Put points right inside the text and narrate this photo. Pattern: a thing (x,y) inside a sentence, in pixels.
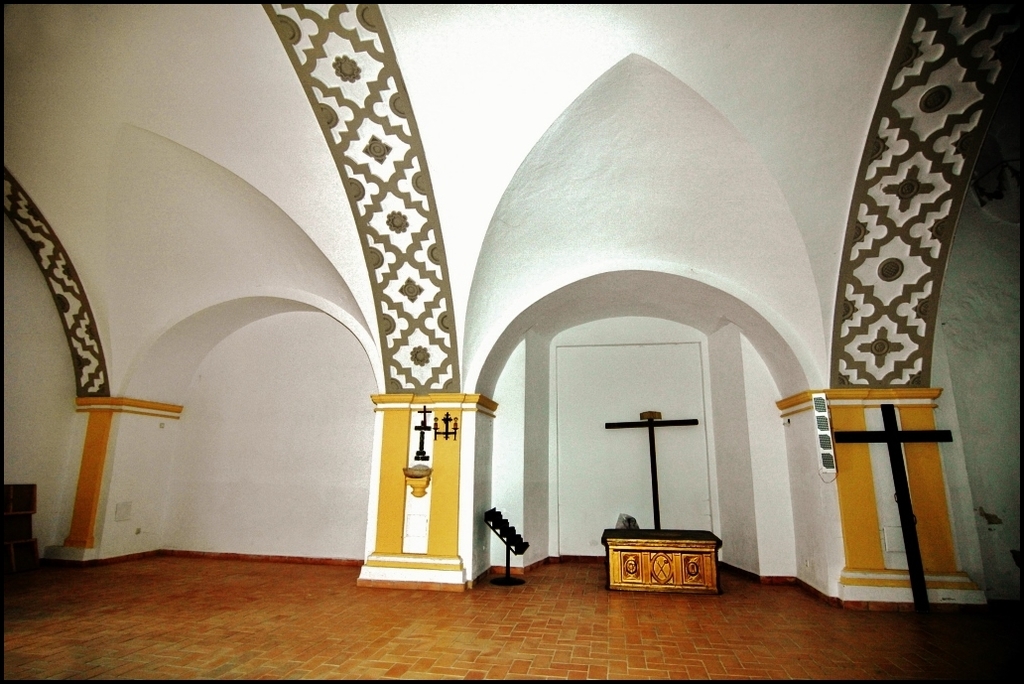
In this image I can see three pillars (946,558). I can see a wooden box (630,577).
